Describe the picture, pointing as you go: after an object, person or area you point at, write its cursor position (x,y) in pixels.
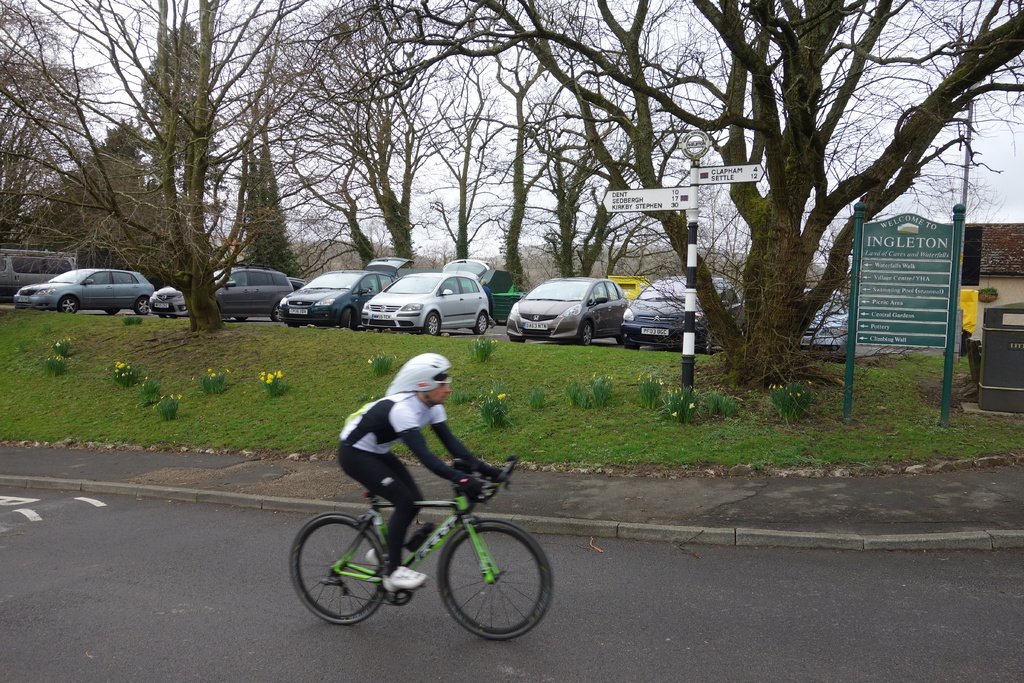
In this image I can see a person (428,437) riding bicycle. Back I can see few cars (664,296), trees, signboards (684,200), green board (907,253) and house (984,243). The sky (487,172) is in white color.
